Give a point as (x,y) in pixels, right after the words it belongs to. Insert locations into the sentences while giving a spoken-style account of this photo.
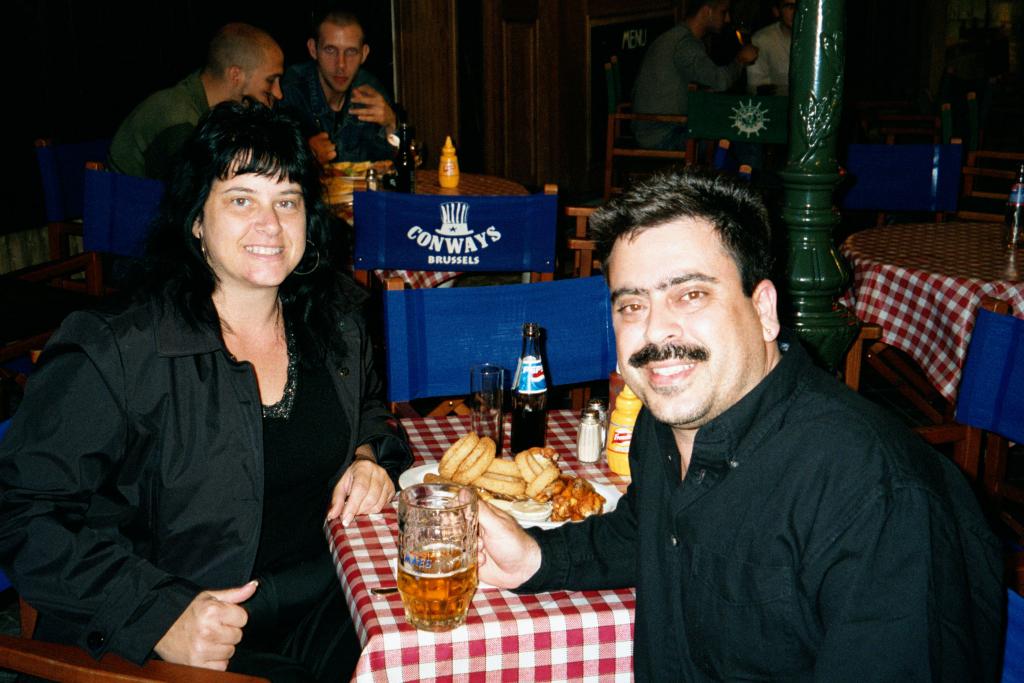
This is a picture consist of number of persons (290,551) and there are so many tables (892,298) visible and on the tables (938,280) there are red cloth (948,305) kept on that. On the middle (657,431) a person (681,512) wearing a black color shirt (678,501) he is smiling and his holding a glass (448,532) and on the table (508,446) there is a food (515,478) and there is a bottle (517,387), glass (498,420), kept on that. And a woman (192,431) wearing a black color jacket (113,366) she is smiling, back side of the women (271,266) there are two persons (343,75) sitting in front of the table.
